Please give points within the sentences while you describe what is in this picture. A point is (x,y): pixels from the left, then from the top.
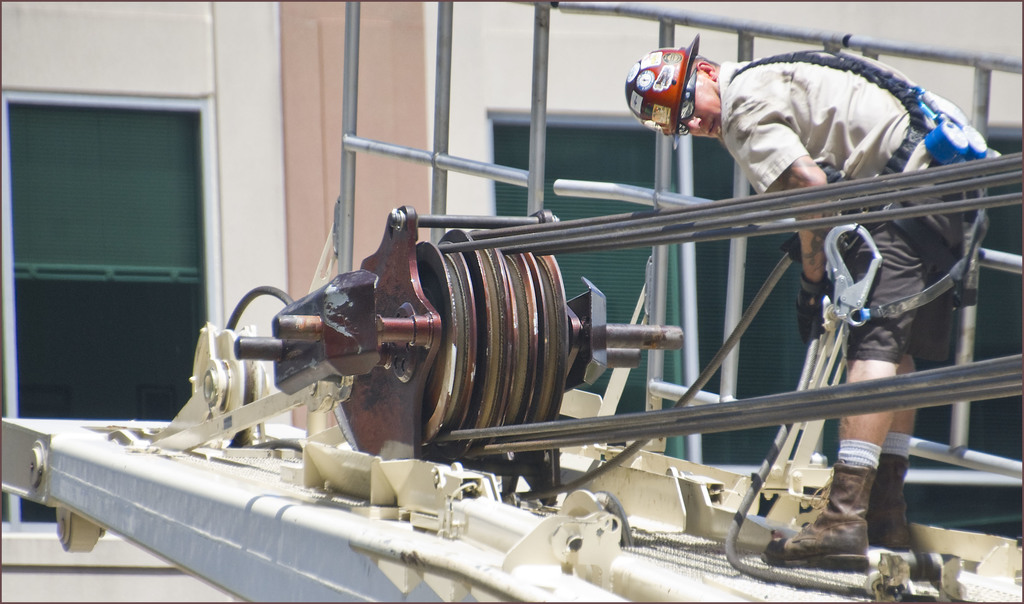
In this image I can see a person (897,161) is standing and holding few objects (911,300) in his hands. I can see few wires (804,417), few metal rods (507,222) and few other objects (394,340). In the background (40,78) I can see a building (374,87) which is cream and brown in color.
